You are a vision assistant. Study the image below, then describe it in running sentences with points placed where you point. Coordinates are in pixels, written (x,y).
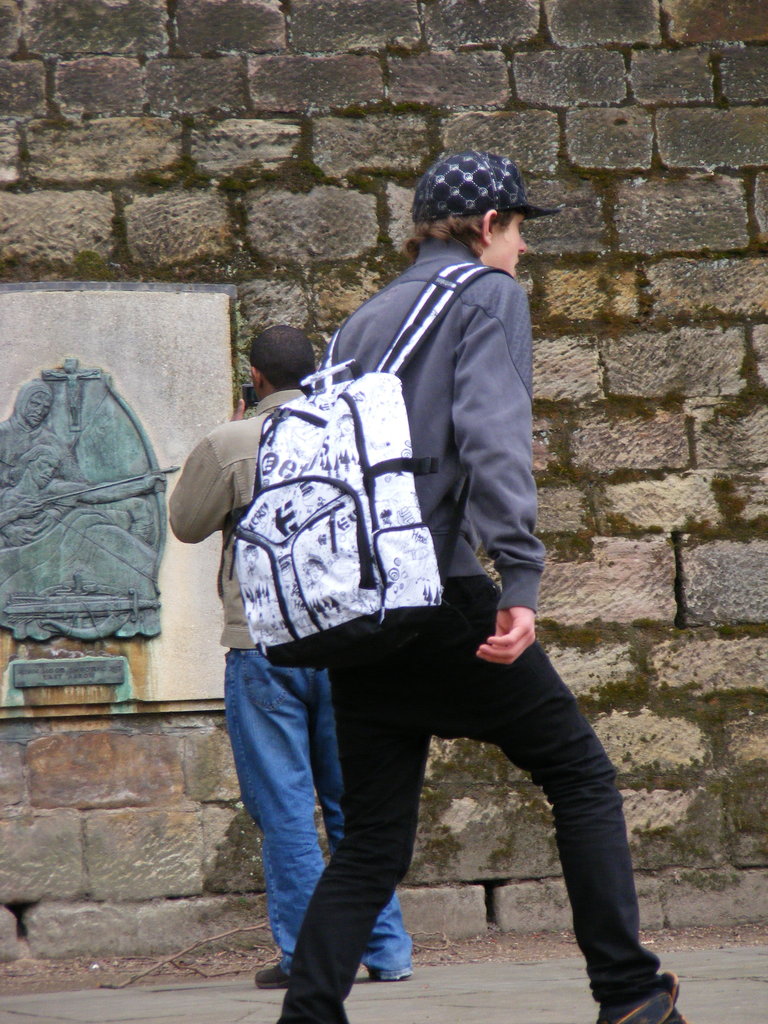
In this picture there is a person (458,450) carrying a white bag (412,483) on his back (433,519) is walking and there is another person (276,365) standing and holding a camera (244,392) in his hands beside him and there is a sculpture (92,455) on the wall (167,224) in the background (86,505).
